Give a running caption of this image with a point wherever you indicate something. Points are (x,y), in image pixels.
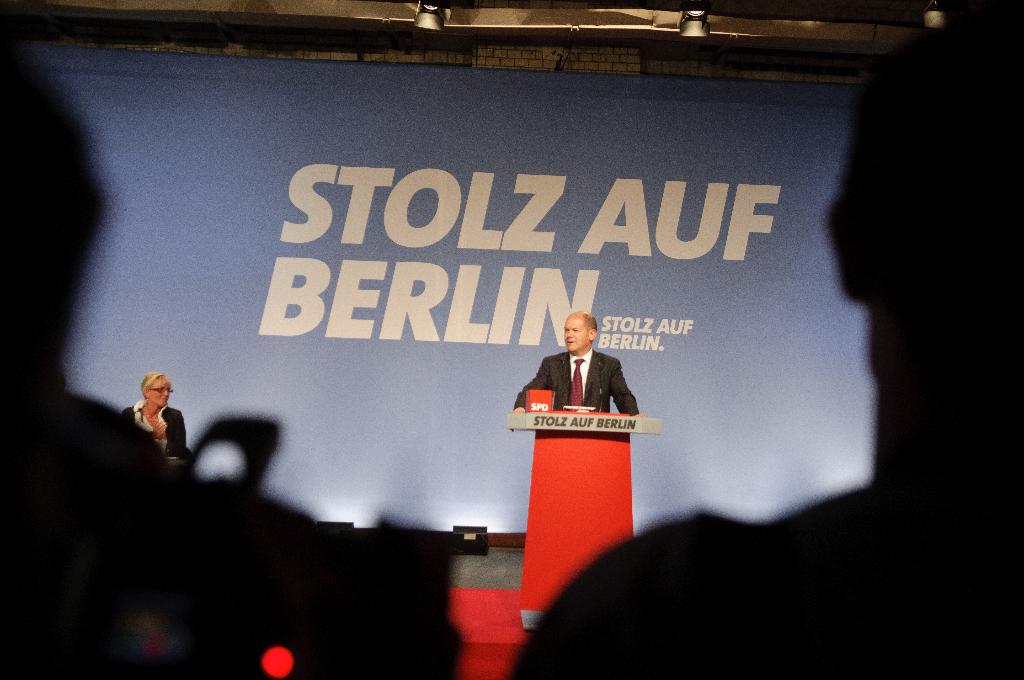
On the left side (61,530), there is a person (59,498). On the right side (935,325), there is a person (921,243). In the background (607,325), there is a person (587,362) standing, keeping both hands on a stand (583,418), there is a person (168,404) sitting and there is a hoarding (453,357).
